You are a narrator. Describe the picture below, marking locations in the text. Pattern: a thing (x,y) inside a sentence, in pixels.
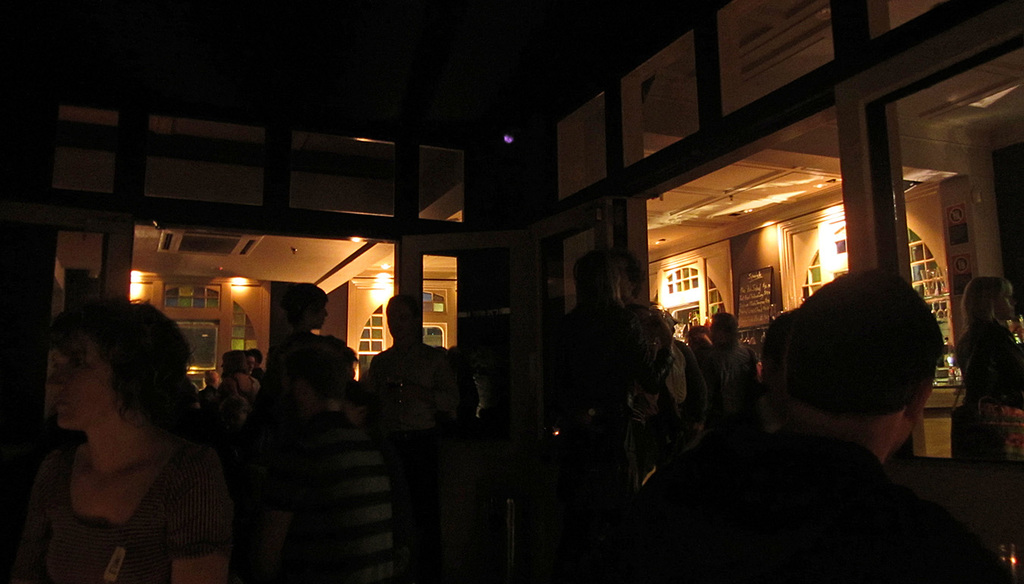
In this image, we can see an inside view of a building (795,116). There is a crowd (613,373) at the bottom of the image (601,495).
